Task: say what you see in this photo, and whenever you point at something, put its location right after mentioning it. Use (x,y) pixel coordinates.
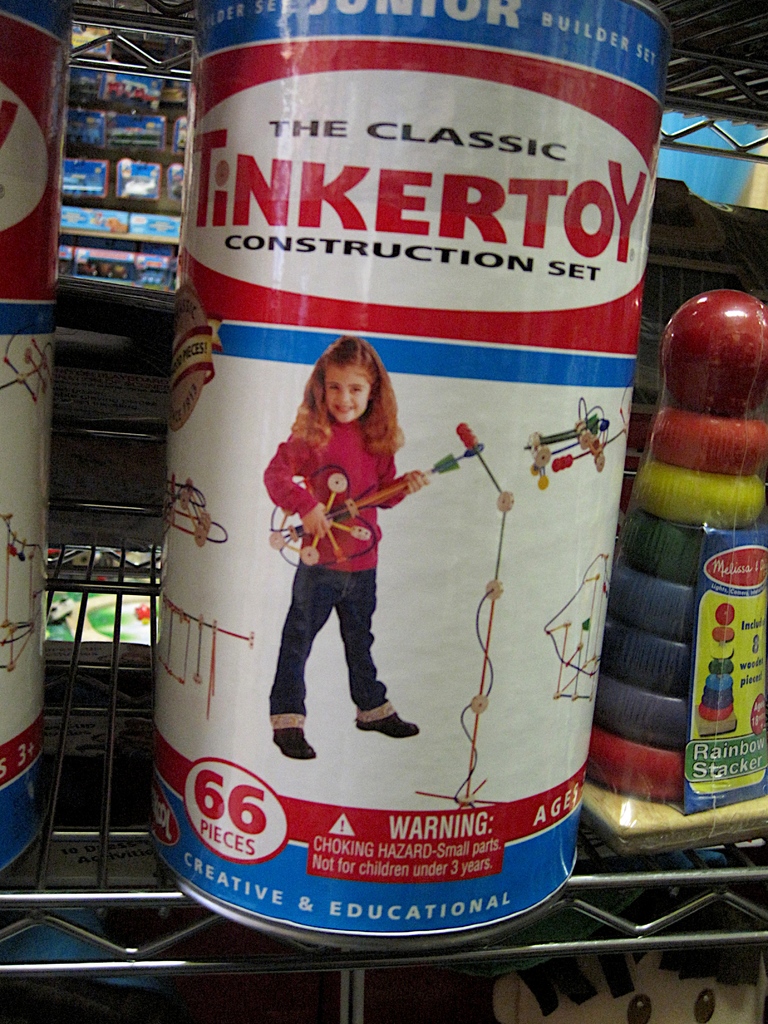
In this image we can see tins (412,715) and an object (626,843) placed on the rack (22,927). In the background (161,177) there are boxes (125,173).
